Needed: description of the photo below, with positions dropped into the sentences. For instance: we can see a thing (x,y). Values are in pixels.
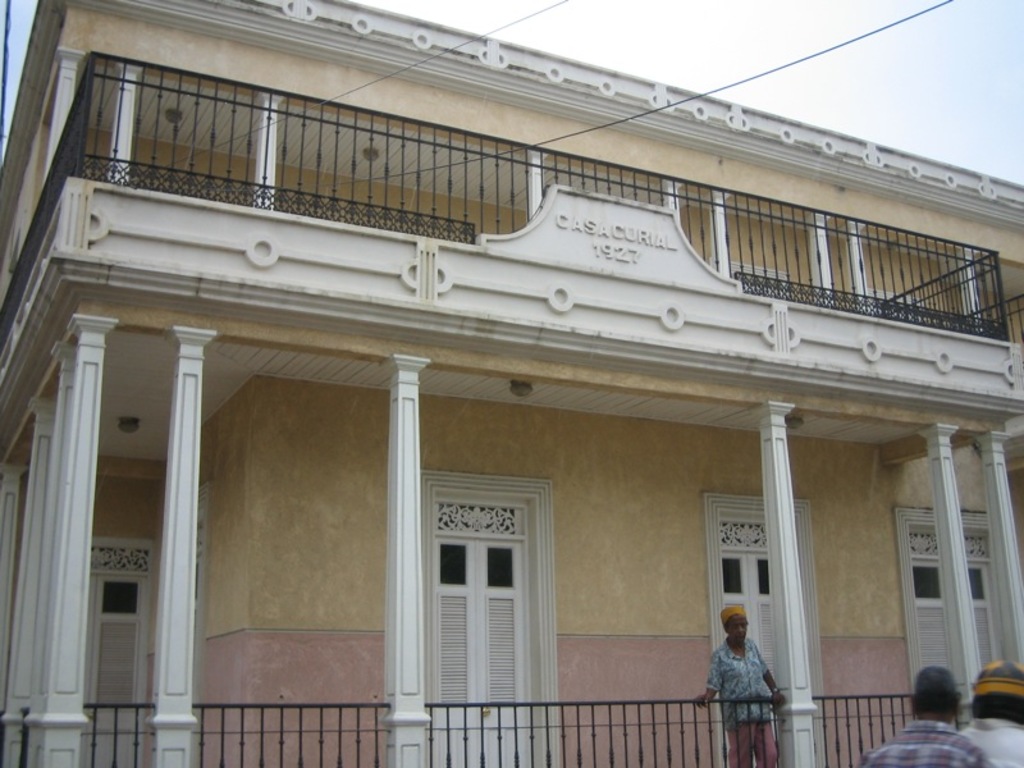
In this picture I can see a building (706,271), person (734,664) standing in front of the grilles (736,705), I can see few people (951,732) at right side of the image (882,764).
